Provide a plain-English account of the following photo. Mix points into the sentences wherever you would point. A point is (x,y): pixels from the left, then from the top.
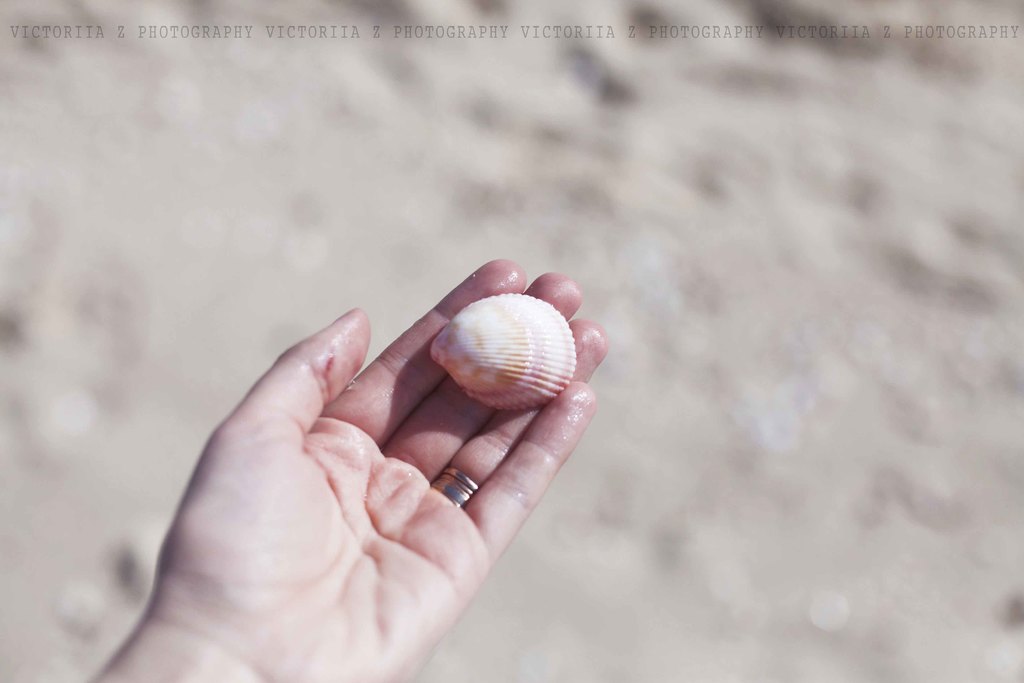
We can see a shell (553,361) on person hand (391,423). At the top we can see text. In the background (403,167) it is blur.
